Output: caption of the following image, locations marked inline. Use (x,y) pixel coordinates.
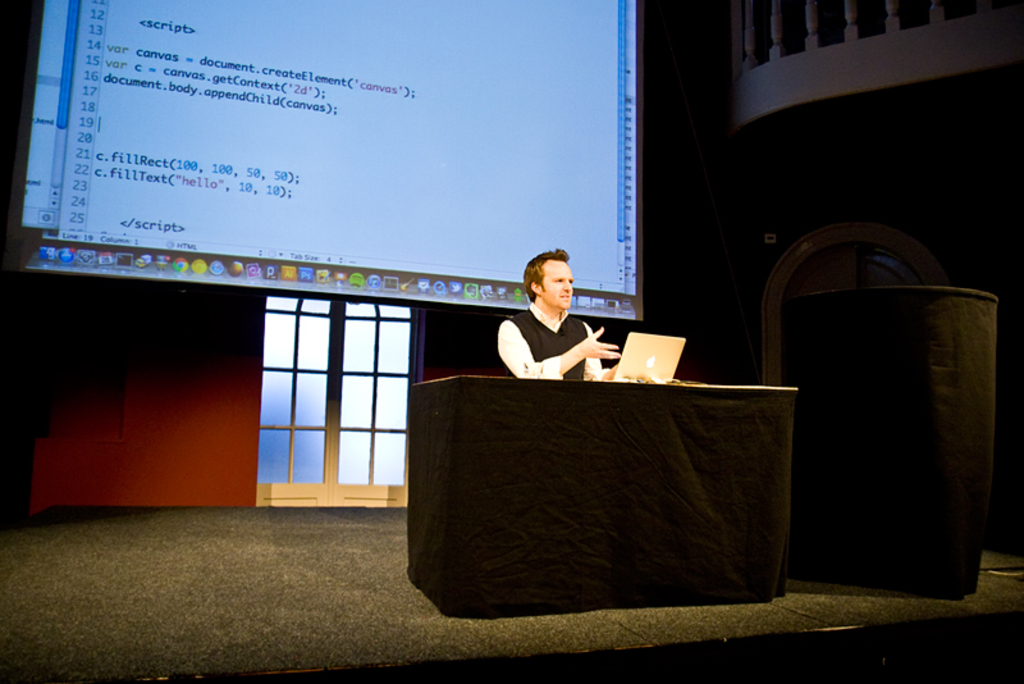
In this image there is a person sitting on the chair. In front of him there is a table (661,451). On top of it there is a laptop (659,358). Beside him there is another table (865,495). Behind him there is a screen (419,188). In the background of the image (236,358) there is a wall (247,398). There is a door (351,398). At the bottom of the image (256,583) there is a floor (256,588).
